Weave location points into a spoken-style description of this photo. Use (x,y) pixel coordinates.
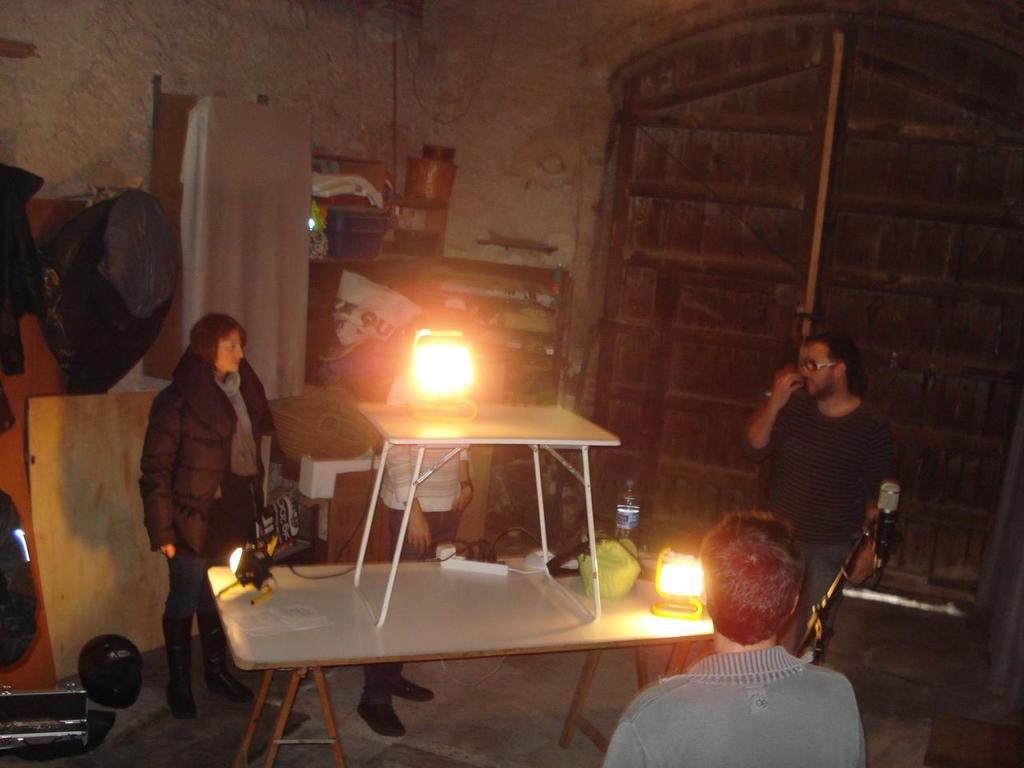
In this image i can see three persons (875,474) standing at front (775,714) there is other person (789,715) standing at the back ground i can see three lights (665,576) on a table (434,601) a helmet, a bag (61,288), and a door (779,149).
